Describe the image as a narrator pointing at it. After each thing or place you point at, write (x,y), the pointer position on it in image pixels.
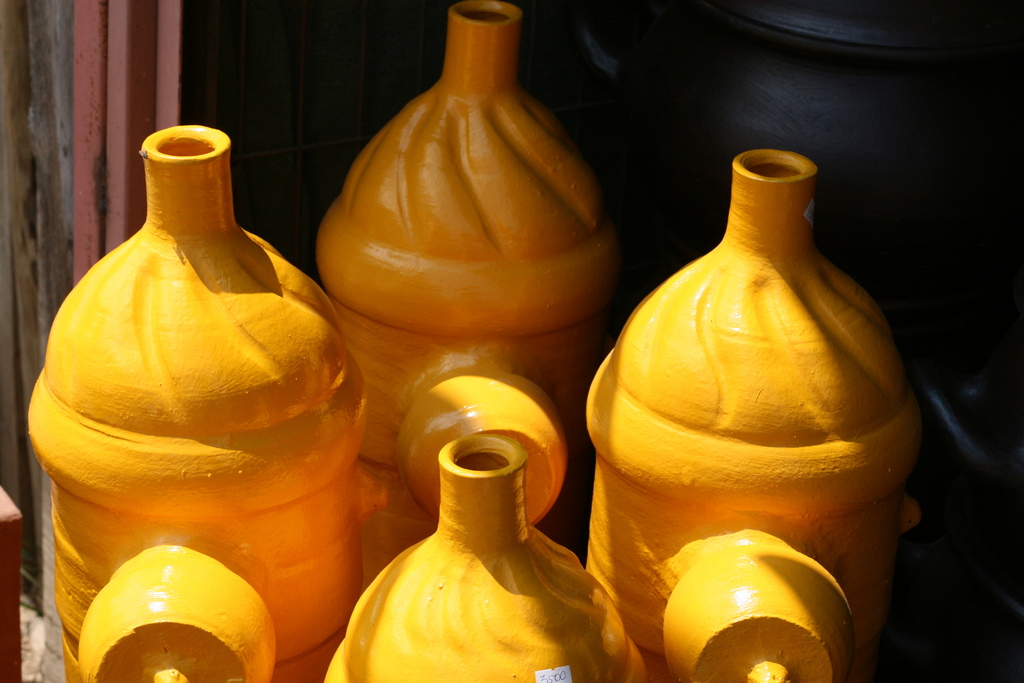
In this image, we can see some objects (515,275), which are in yellow color and in the background (361,46), there are some other objects (750,109).
